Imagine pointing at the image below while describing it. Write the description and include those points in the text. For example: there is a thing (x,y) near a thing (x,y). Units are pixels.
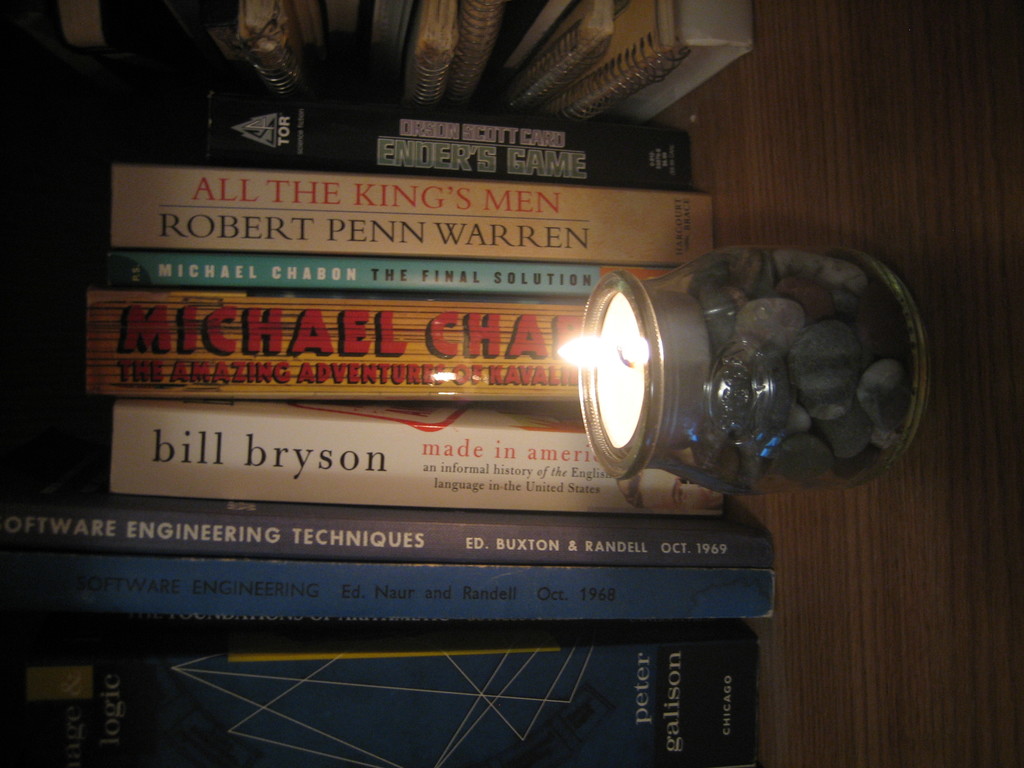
In this picture I can see candle (616,352), a jar (777,372), books (416,500) and other objects (519,44) on the wooden surface (889,485).
